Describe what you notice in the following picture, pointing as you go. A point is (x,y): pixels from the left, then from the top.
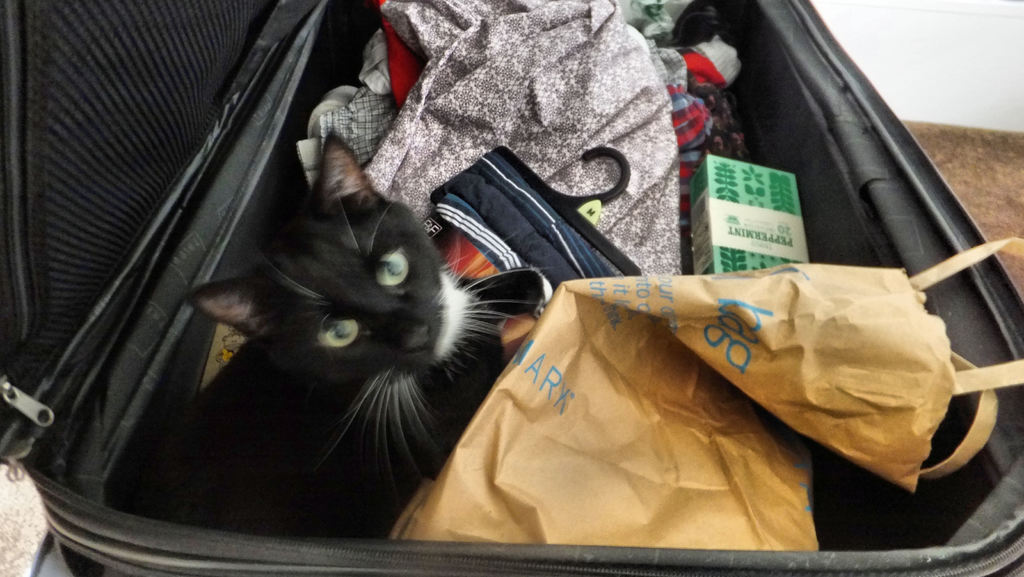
This picture shows suitcase (828,64) and a cat (547,296) in it and some clothes (563,167).
